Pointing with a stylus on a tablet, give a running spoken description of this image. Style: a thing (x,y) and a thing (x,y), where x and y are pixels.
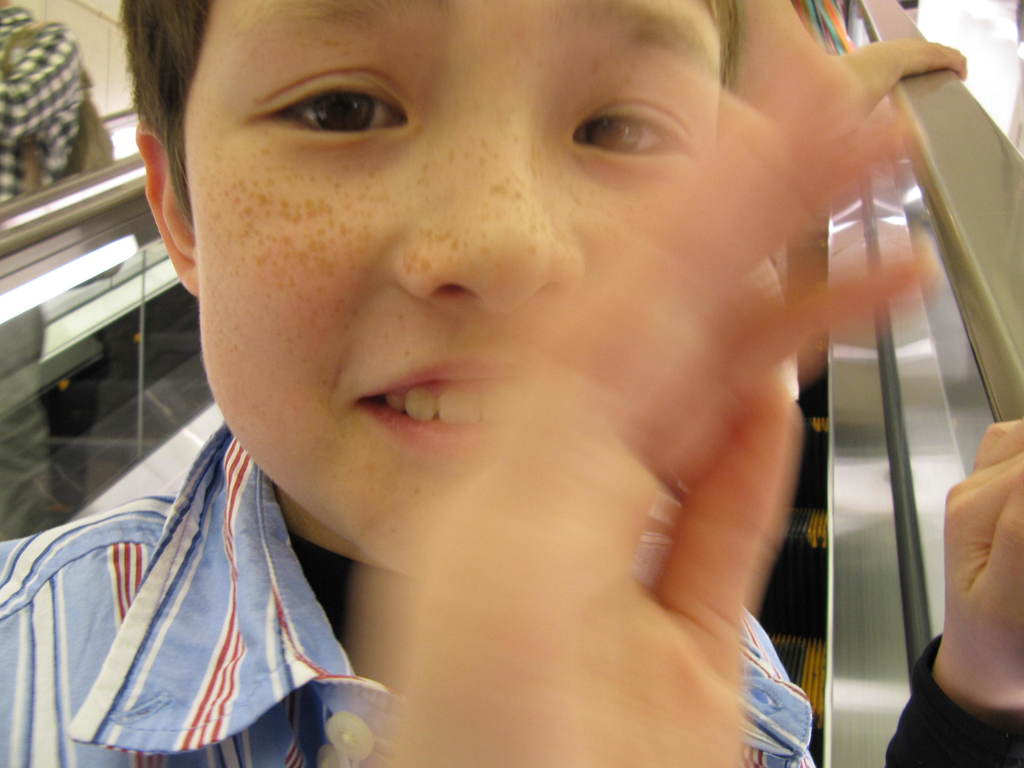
In this image, we can see people (394,212) on the escalator (112,461).
